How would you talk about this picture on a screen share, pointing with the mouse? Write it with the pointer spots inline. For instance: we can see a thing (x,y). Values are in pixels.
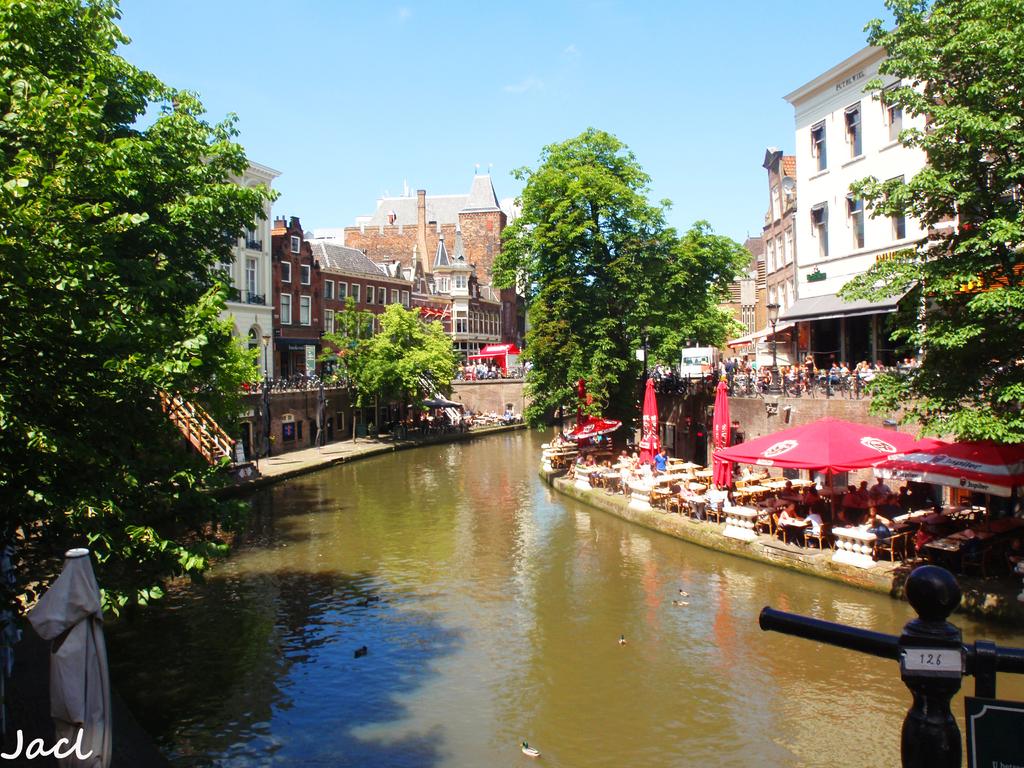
In the picture I can see buildings (475,330), the water (539,505), tents (844,451), trees (104,450), people (877,501) among them some are sitting on chairs (779,528) in front of tables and some other objects (864,527). In the background (420,137) I can see the sky (407,110). On the bottom left corner of the image (8,741) I can see a watermark (40,737).
